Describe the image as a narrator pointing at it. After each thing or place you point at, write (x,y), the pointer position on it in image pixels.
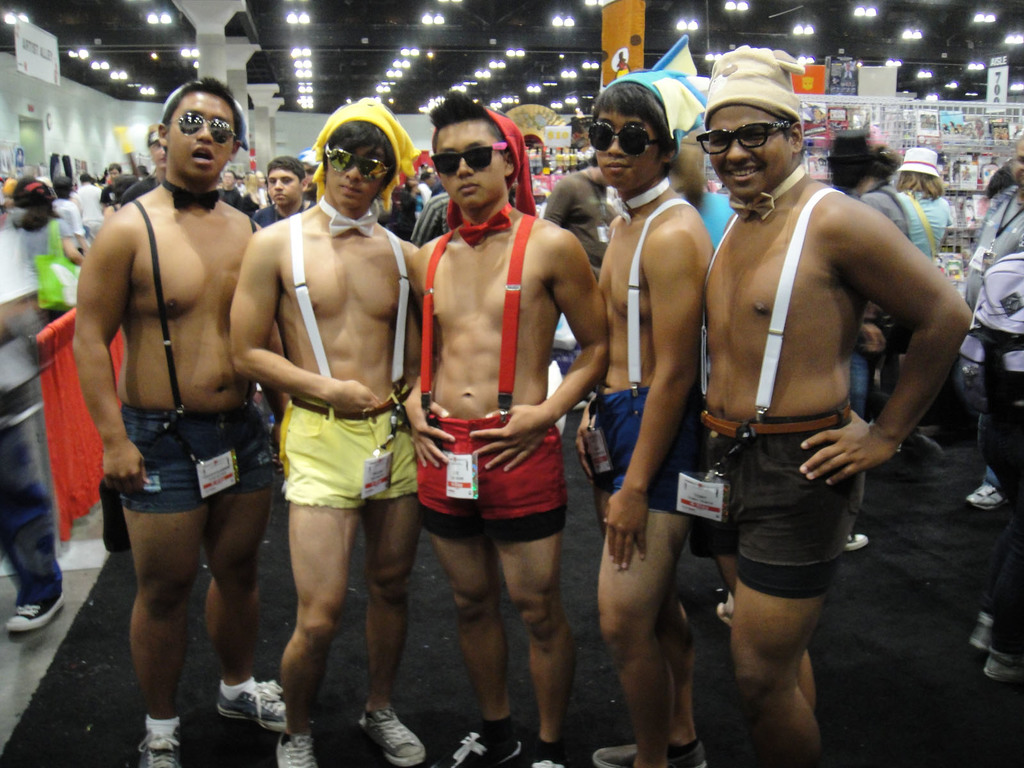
In this image few people (501,289) are standing on the floor (433,657). Few people (431,272) are wearing goggles (720,139) and caps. Right side (880,116) there are few racks (806,103) having few objects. Background (85,108) there is a wall (76,95). Few lights (1018,90) are attached to the roof (789,13). Left top there is a board (43,63) hanging from the roof (58,24).
